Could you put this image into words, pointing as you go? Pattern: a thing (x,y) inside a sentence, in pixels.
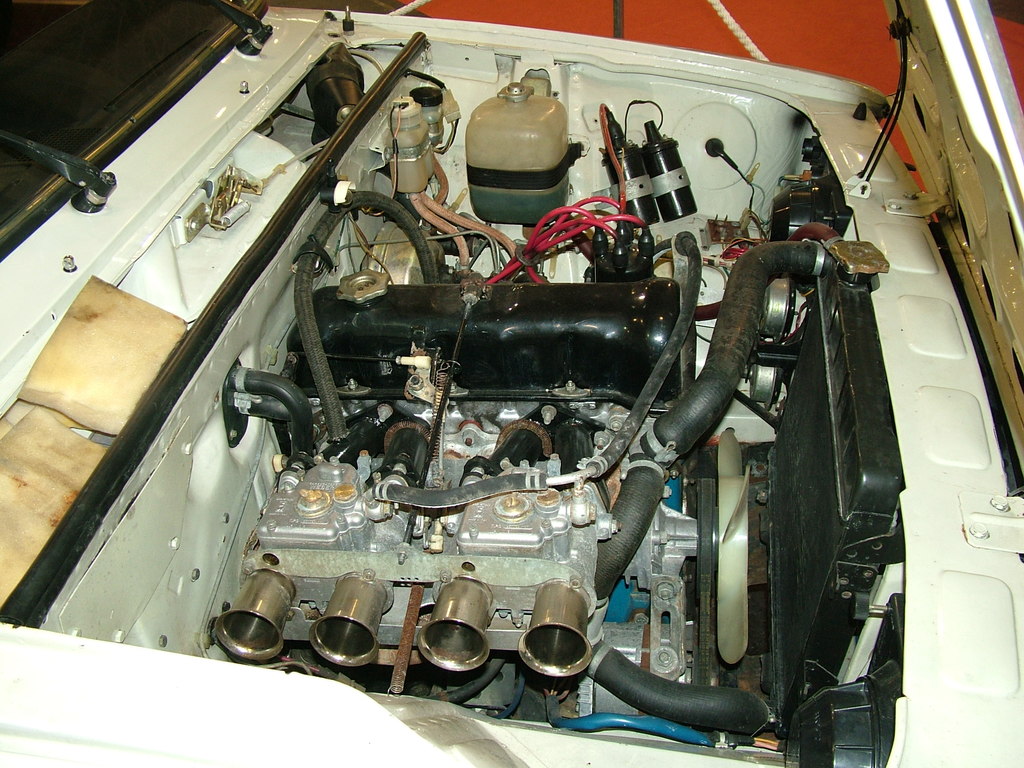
In this image I see the engine (522,283), wires (593,216) and the pipes (654,503) and I see the white color thing (249,101).
